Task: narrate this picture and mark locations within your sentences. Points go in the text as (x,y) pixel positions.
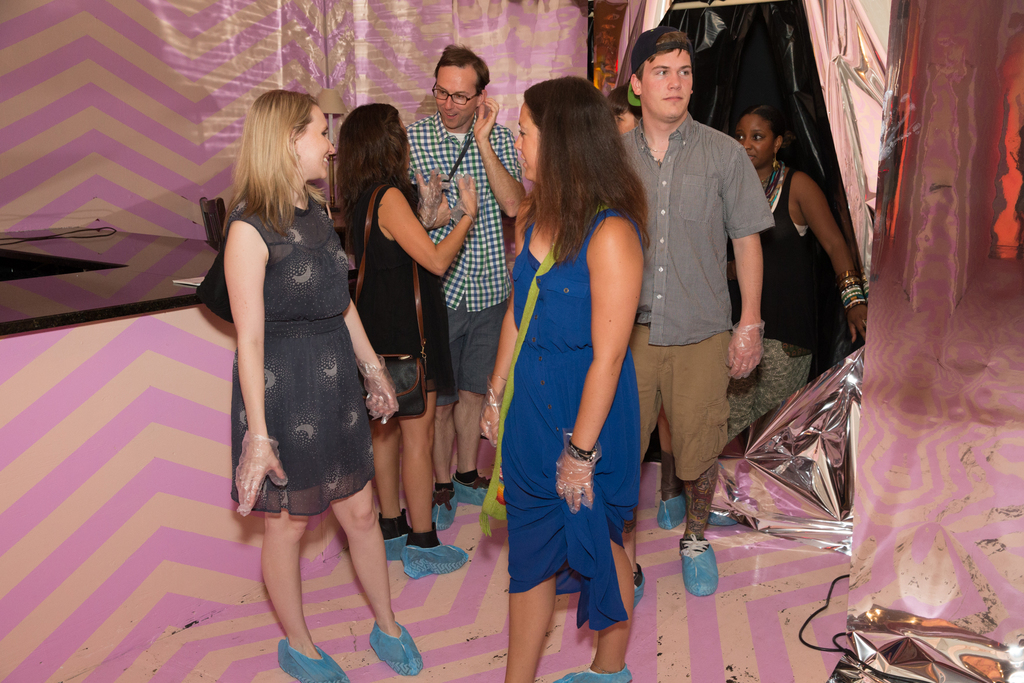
In this image I can able to see group of people (568,547) standing. And they are wearing gloves (493,381) and same colour of shoes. Also there are covers (899,588) and some objects (872,603).
